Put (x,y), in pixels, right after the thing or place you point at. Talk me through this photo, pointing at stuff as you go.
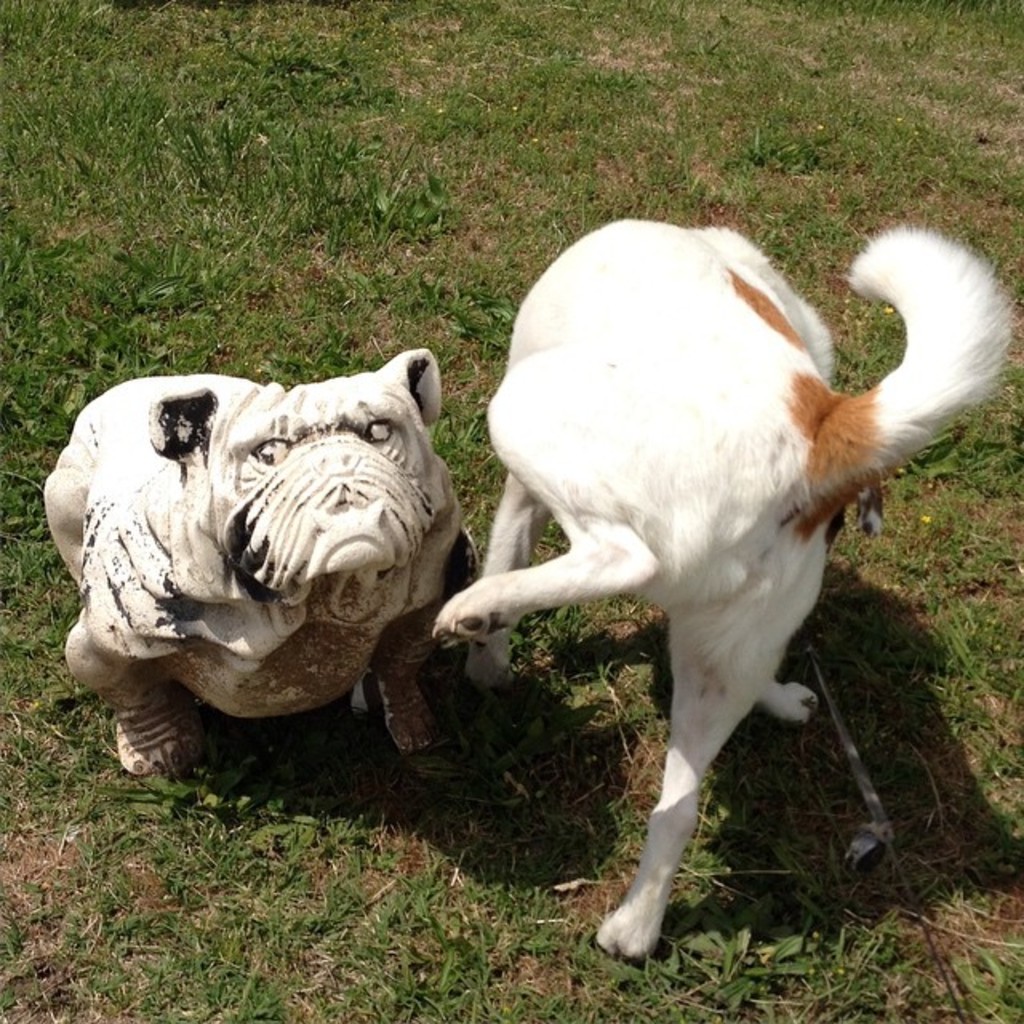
In the center of the image (372,520) we can see statue (422,537) and a dog (658,549). In the background (244,98) there is a grass (91,805).
